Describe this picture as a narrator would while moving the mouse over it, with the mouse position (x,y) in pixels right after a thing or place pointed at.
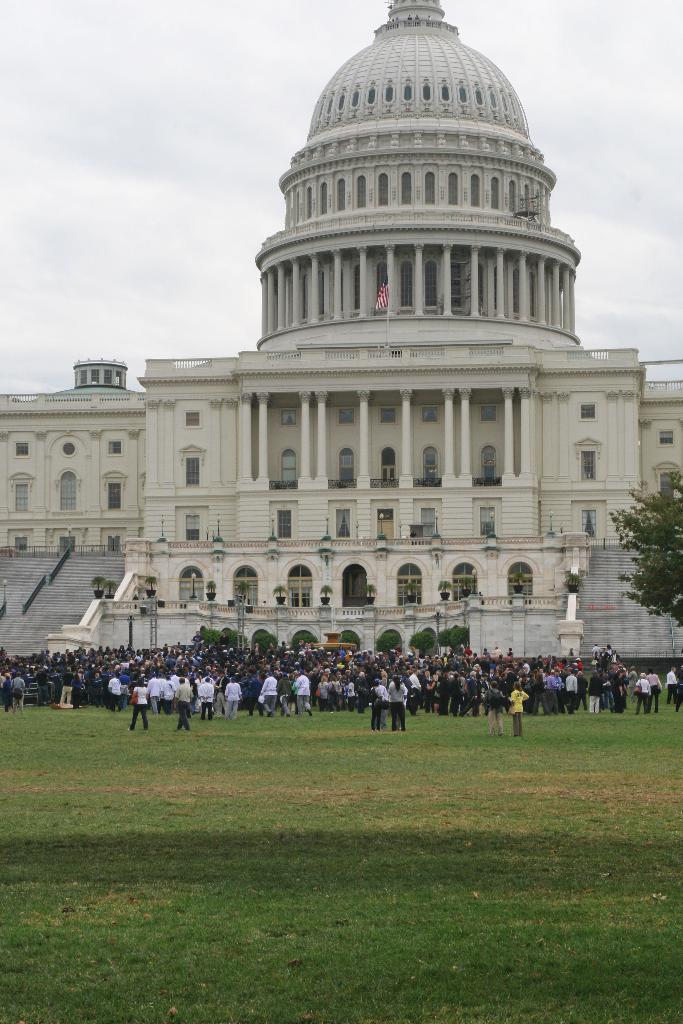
In the picture there is a huge architecture (381,395) and in front of that there are a lot of people (333,676) were standing and in front of them there is a land (173,966) covered with grass (496,853), on the right side (613,518) there is a tree (634,563).
